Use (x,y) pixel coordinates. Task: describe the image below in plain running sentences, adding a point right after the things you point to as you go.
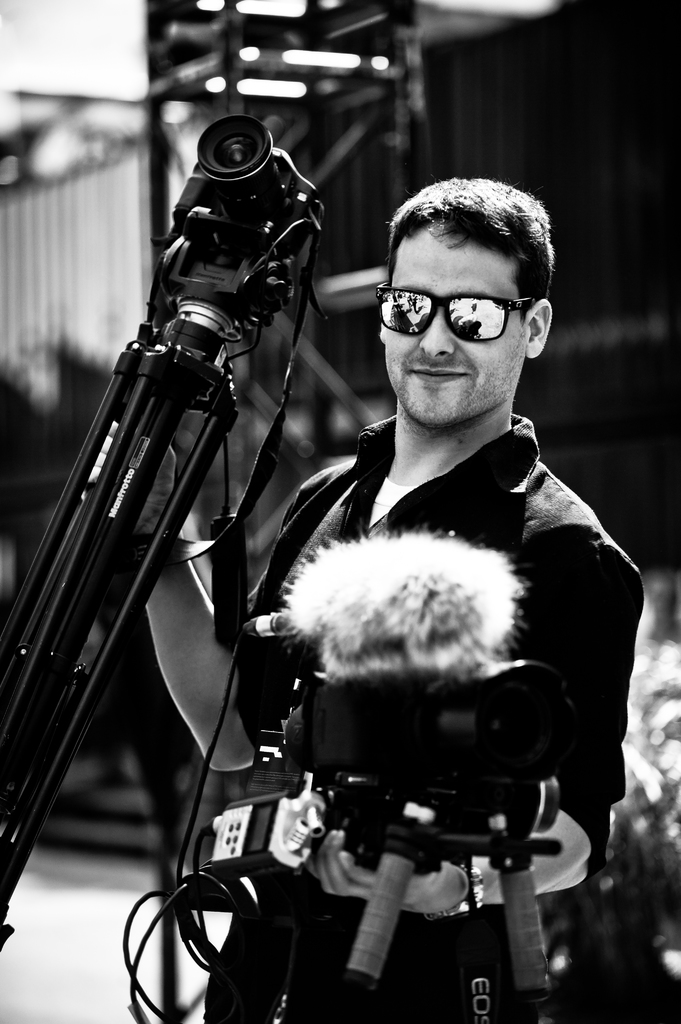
This is a black and white image. Here I can see a man (434,371) standing, holding a camera stand (172,355) and a camera (370,710) in the hands (346,856), smiling and giving pose for the picture. The background (628,528) is blurred.
